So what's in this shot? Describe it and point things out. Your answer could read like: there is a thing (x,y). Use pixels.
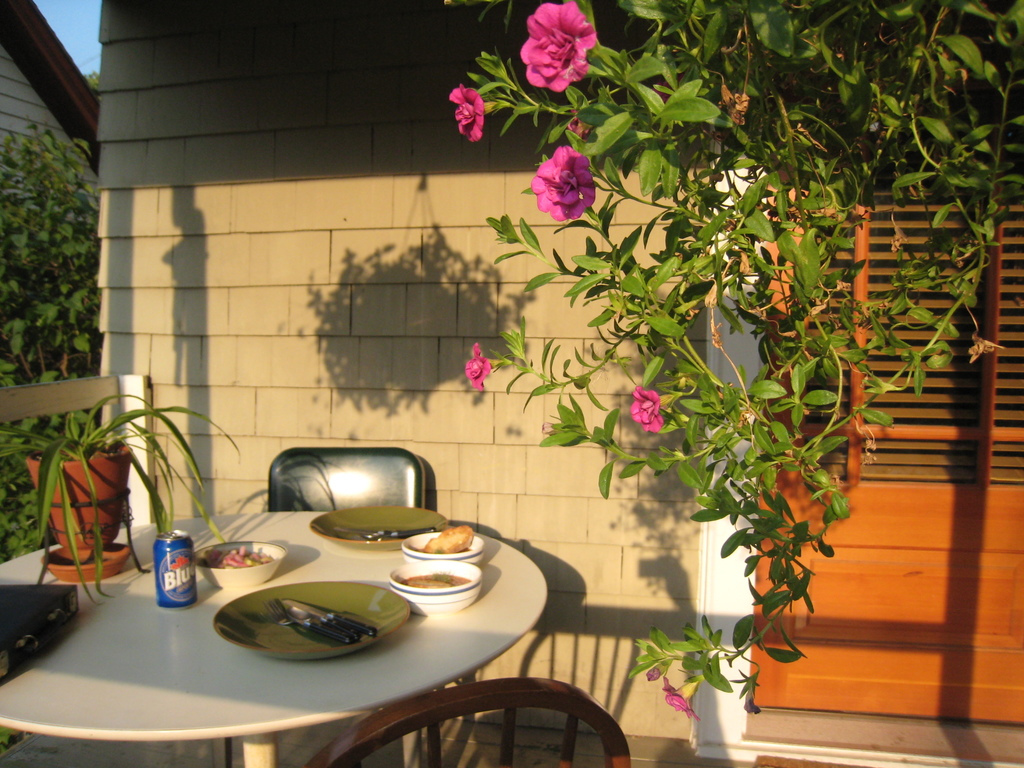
In the image in the center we can see the table (409,631). On table (421,625) we can see the plate (340,601), knife (340,617), can (169,566), plant pot (82,499) etc. And they were two chairs (331,463) around table (141,577). And on the right top (789,106) we can see one plant (666,100) with some flowers (586,173). Coming to the background (327,236) we can see the wall (302,287) and building (35,97) and trees (82,287).
